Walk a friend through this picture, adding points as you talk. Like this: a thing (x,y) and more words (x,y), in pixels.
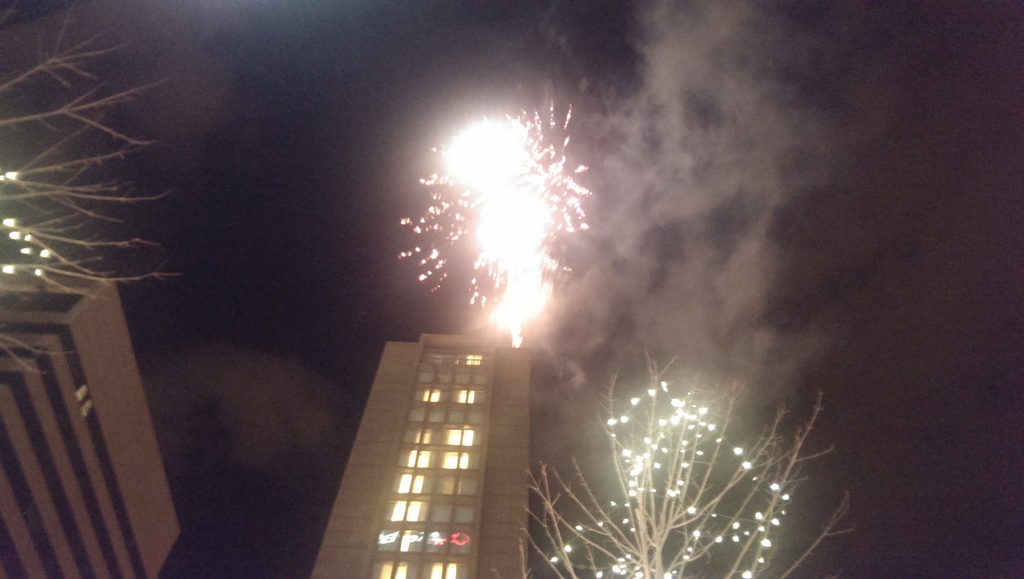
In this image two trees (660,516) are decorated with some lights (613,504) on them. There are two buildings (488,492) behind them. There are fireworks (477,141) glowing in the sky (338,452).
